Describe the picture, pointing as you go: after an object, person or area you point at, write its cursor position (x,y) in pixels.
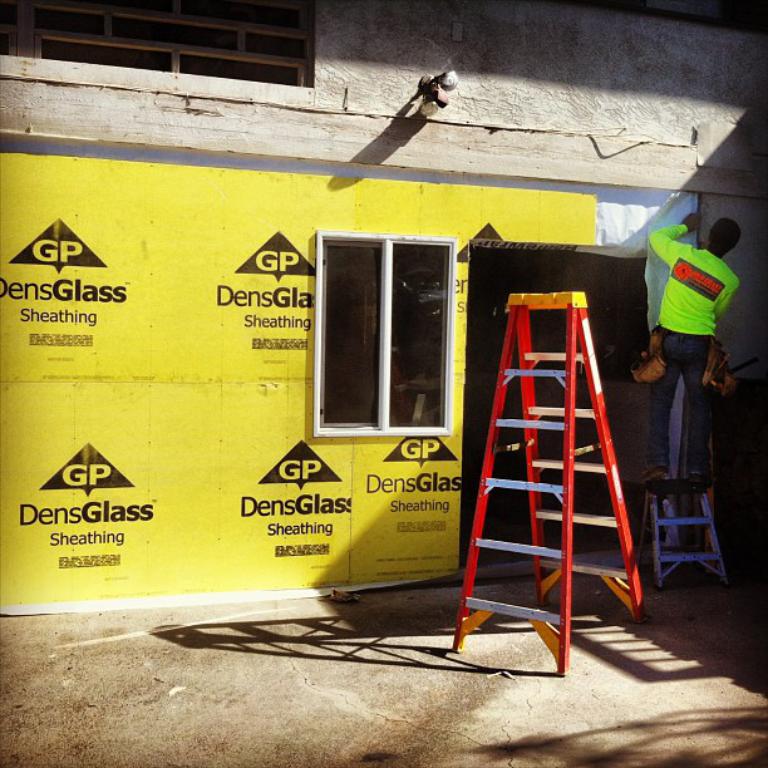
On the right side (679,333) a person (681,341) is standing on a ladder (655,488). Near to him there is another ladder (595,385). In the back (228,347) there's a wall (176,265). On that some poster (202,401) is pasted. Also there is a window (422,320).
